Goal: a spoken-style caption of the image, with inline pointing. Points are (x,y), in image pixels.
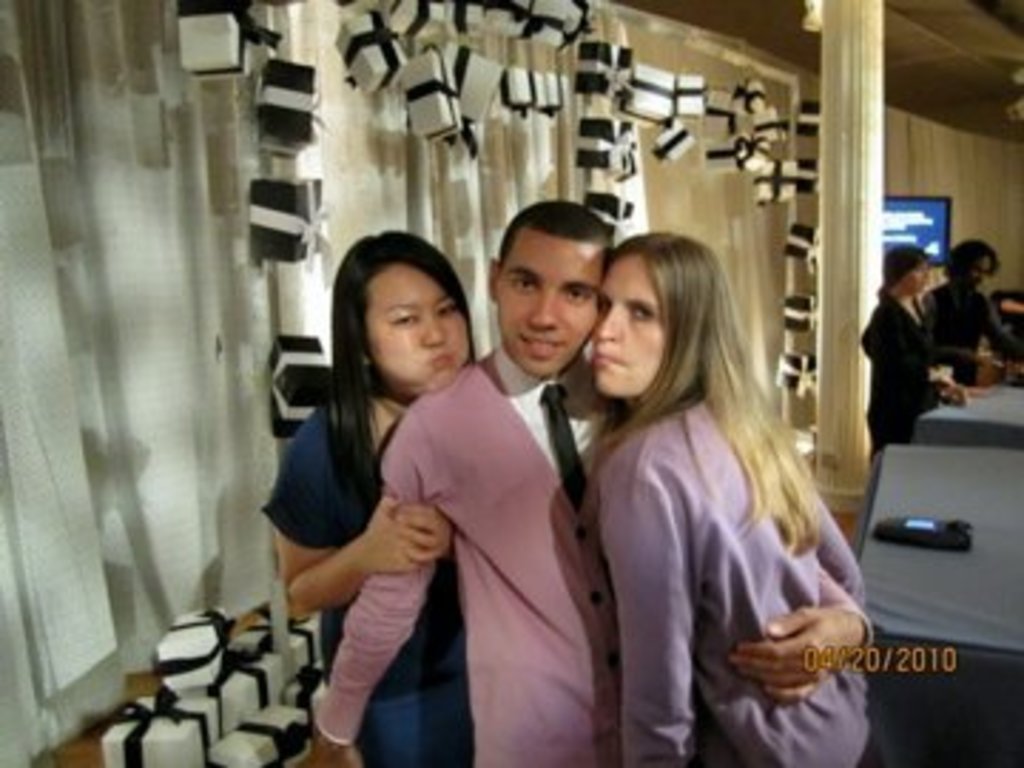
In this picture, we can see a few people (585,449), and we can see the table (896,569) with some device (890,533) on it, we can see the wall (759,205) with curtain (356,204), and some objects (491,96) attached to it, we can see pillar (853,222), screen (899,208) and some objects (203,669) in the bottom left corner (252,688), we can see the date (851,667) on bottom right corner (839,651).
